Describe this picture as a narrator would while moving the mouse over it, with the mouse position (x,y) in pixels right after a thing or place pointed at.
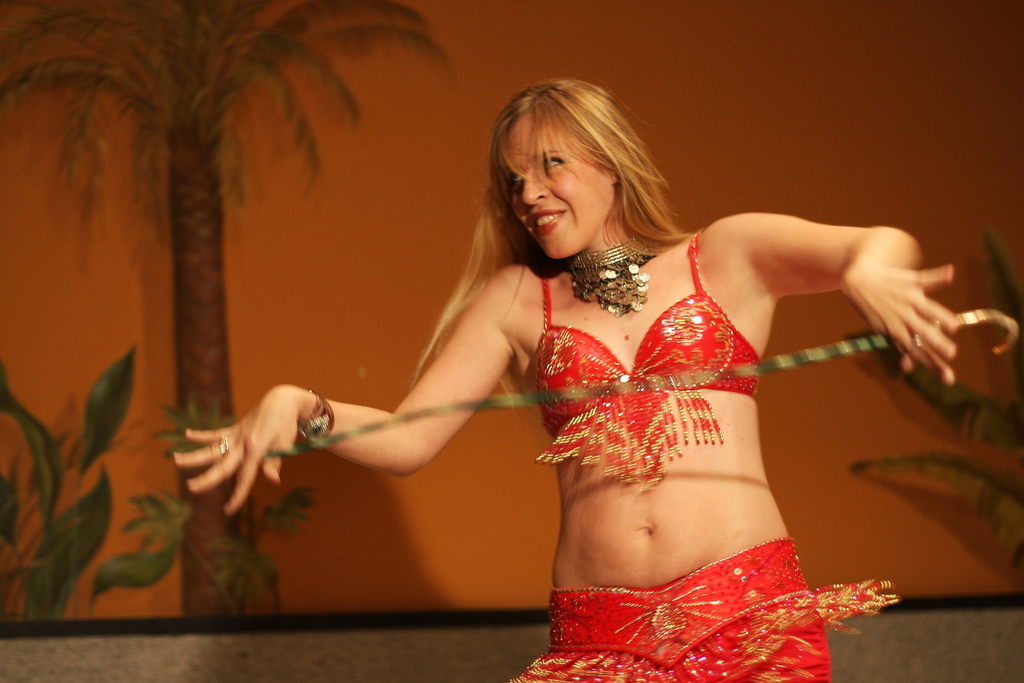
In this image there is a person (639,297) holding an object (578,389), there is an orange color background (331,262), there is a tree (194,244) printed.
